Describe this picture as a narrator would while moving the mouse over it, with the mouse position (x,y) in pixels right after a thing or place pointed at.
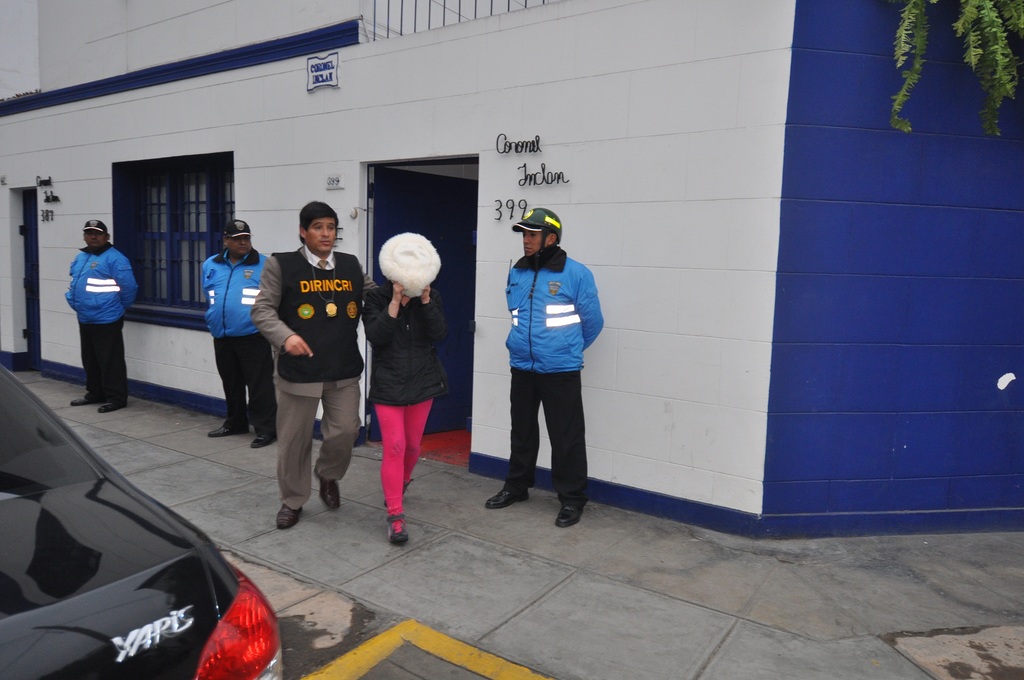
In the image there are two persons (390,326) walking on the foot path (360,537) and three men (549,316) in blue uniform (550,303) standing in front of the building (416,67), there is a black car (40,584) on the left side (23,526) on the road (374,615), there is a plant (988,16) on the right side (963,26) corner.
